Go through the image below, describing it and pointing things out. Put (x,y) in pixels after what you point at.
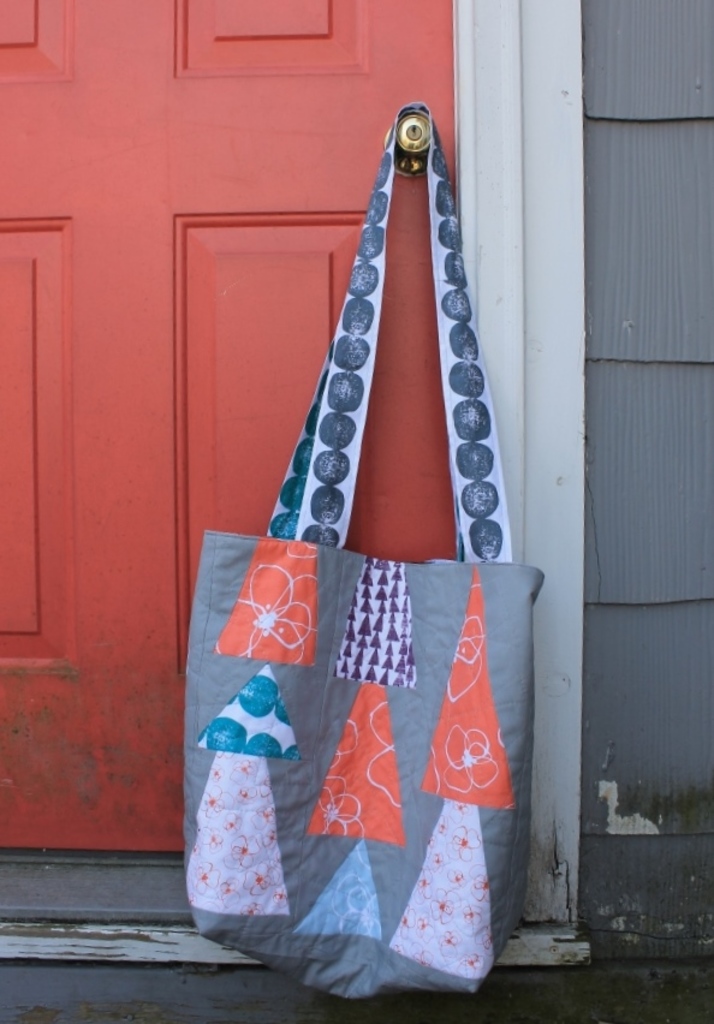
There is a door (200,206). On the door (409,320) a gray, white and orange bag (377,645) is hanged. Right side (644,265) there is a wall (631,271).
